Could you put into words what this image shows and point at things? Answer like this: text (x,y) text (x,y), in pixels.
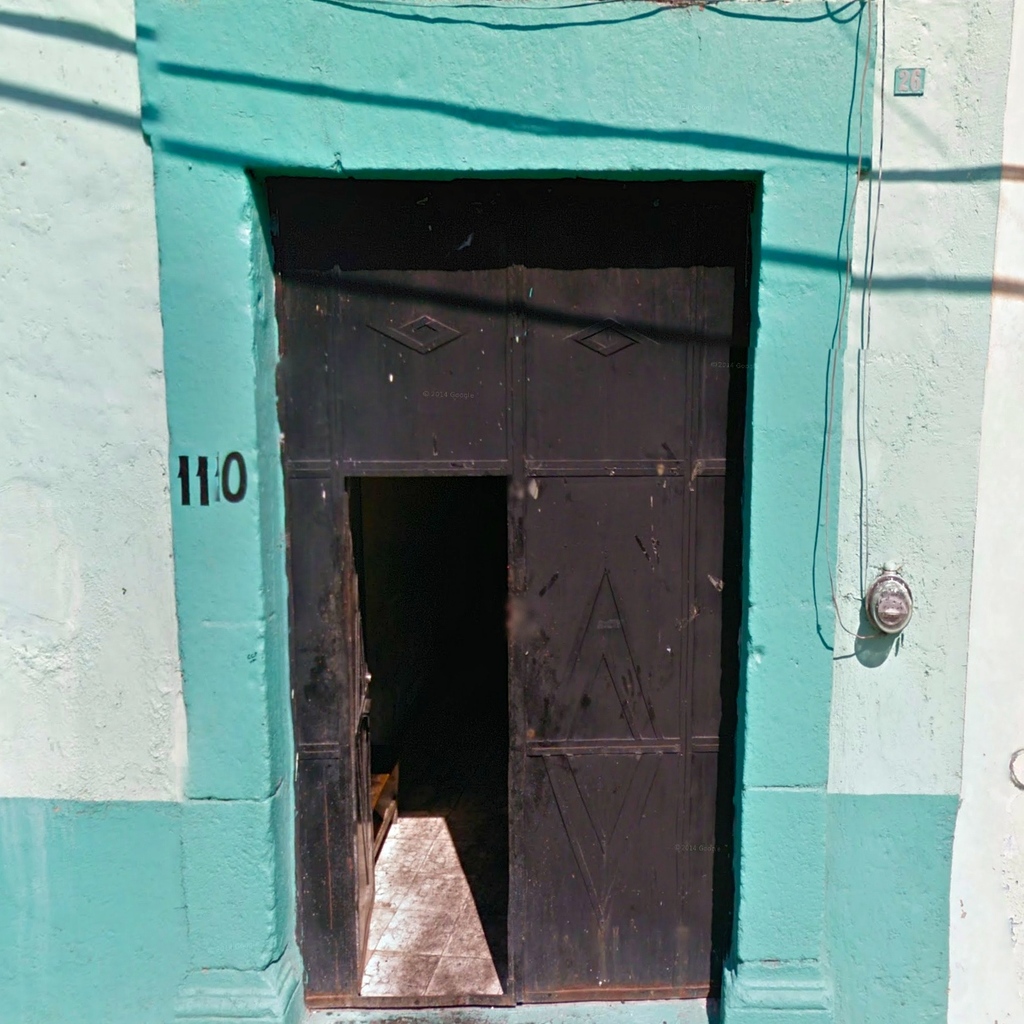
In this image I can see a building (164,559) in white and green color, in front (641,482) I can see a gate (609,500) in black color.
